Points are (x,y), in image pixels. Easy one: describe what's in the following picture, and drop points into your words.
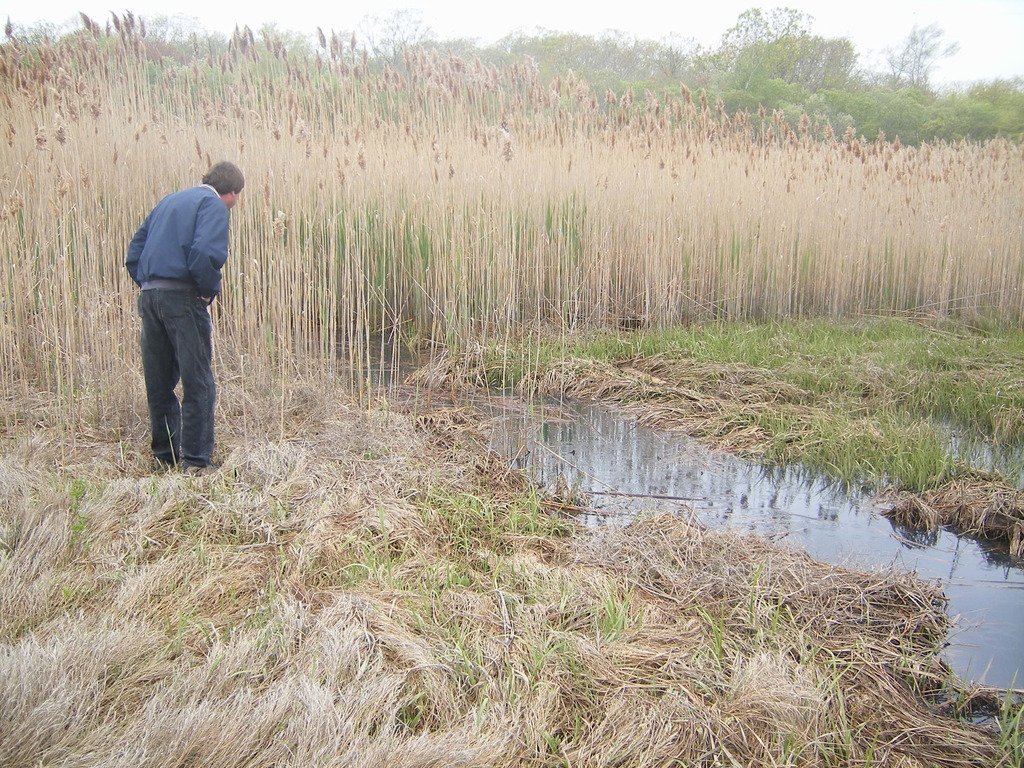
In this image, on the left (177,299) there is a man (193,296), he wears a jacket (172,222), trouser (170,415), he is standing. In the middle (647,323) there are plants (787,279), grass (893,379), water (666,479), trees (976,103), sky (867,70).
